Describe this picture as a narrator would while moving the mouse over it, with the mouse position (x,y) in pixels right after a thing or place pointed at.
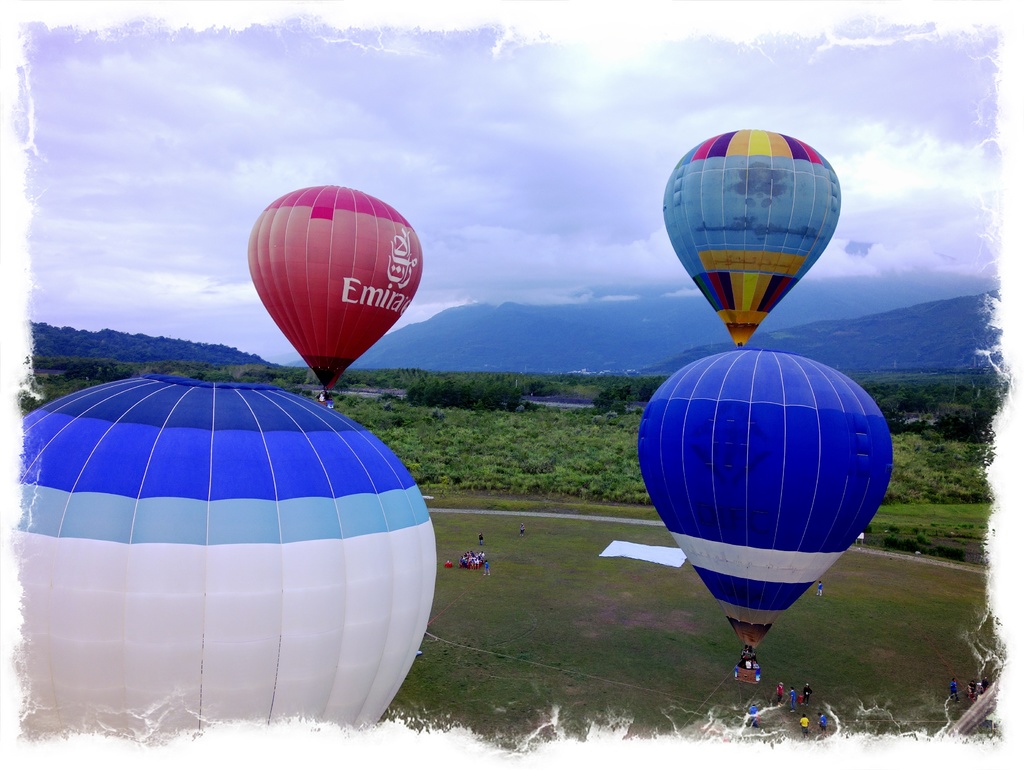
In this image I can see some hot air balloons (707,459) in the air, some people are on the grass (559,563), around I can see some trees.
